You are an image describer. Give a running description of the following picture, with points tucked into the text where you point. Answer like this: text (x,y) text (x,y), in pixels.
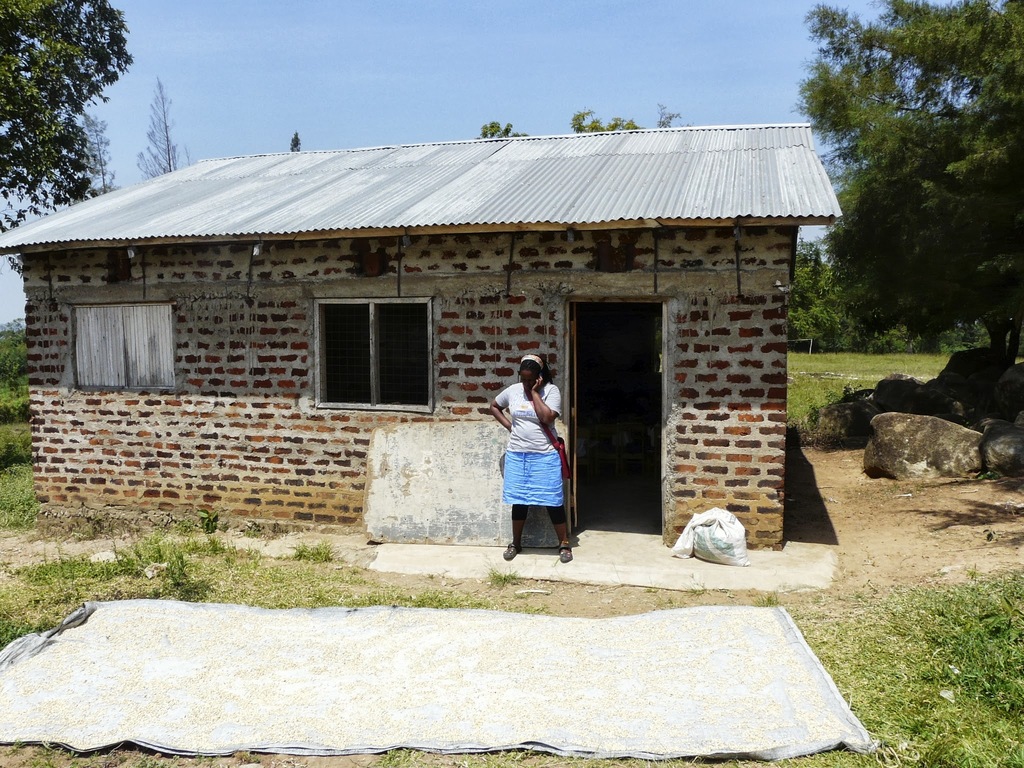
In the center of the image (583,258) we can see a shed (636,391) and there is a lady (541,487) standing. At the bottom (910,754) there is grass (951,699) and we can see a cloth (478,732) placed on the grass (885,678). In the background (943,230) there are trees (78,166) and sky (409,54).
